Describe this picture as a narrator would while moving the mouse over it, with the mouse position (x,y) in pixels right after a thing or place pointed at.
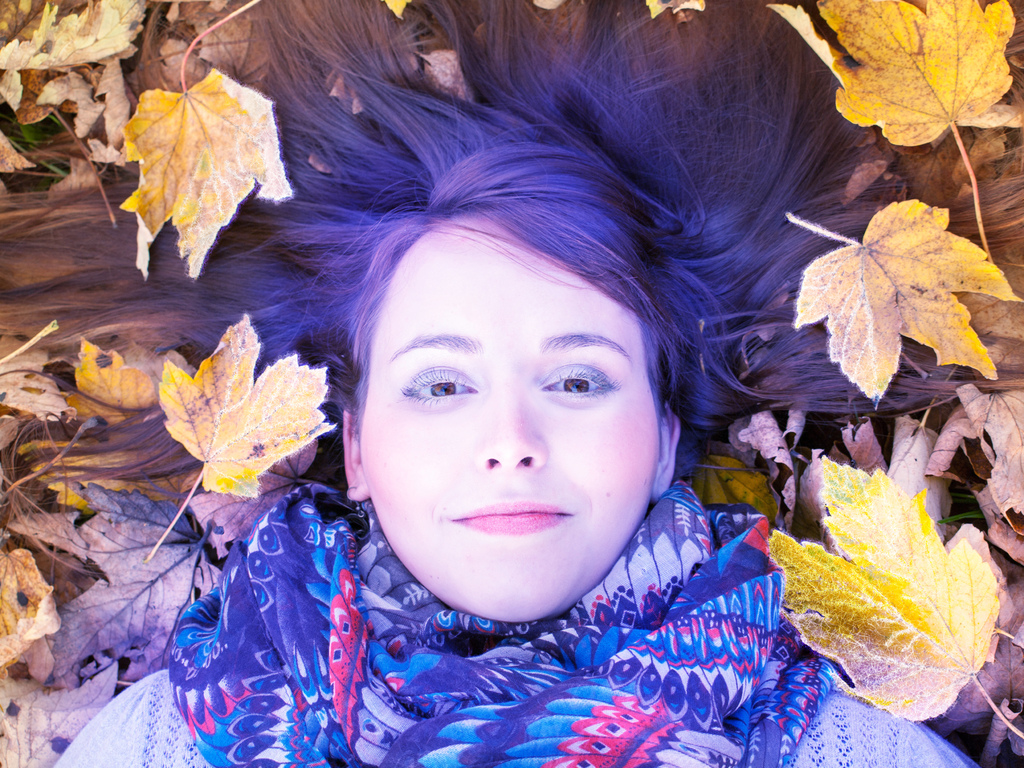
In this image we can see a woman (668,426) lying on the ground (834,421). We can also see some dried leaves (936,341) around her.
